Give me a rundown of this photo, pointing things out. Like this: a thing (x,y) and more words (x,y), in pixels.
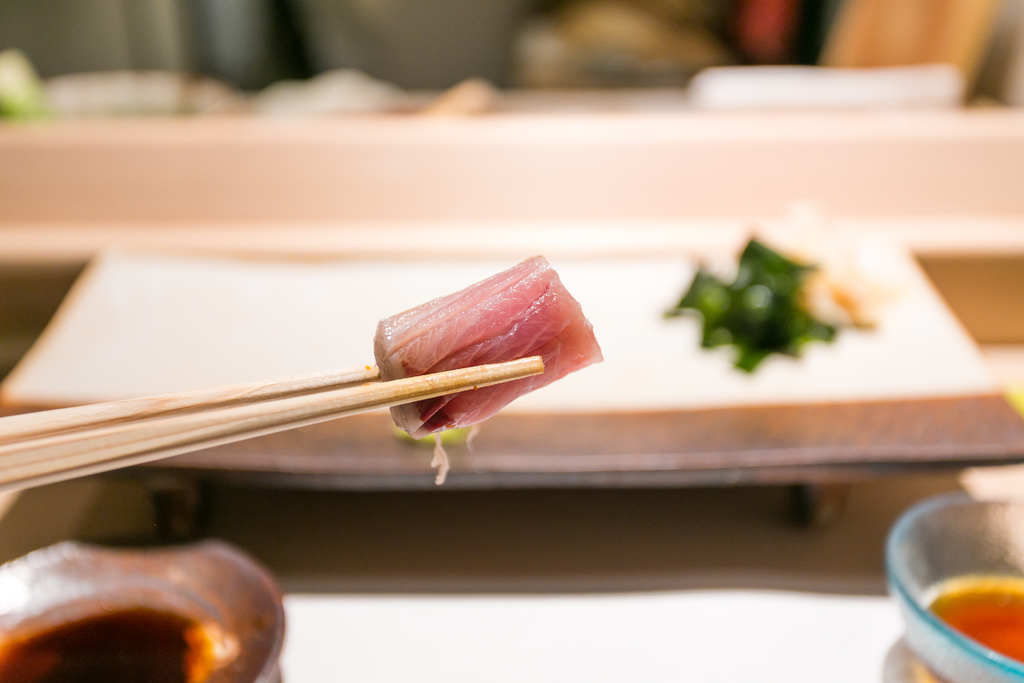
As we can see in the image there are chopsticks (257,412), bowl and a table (667,517).
